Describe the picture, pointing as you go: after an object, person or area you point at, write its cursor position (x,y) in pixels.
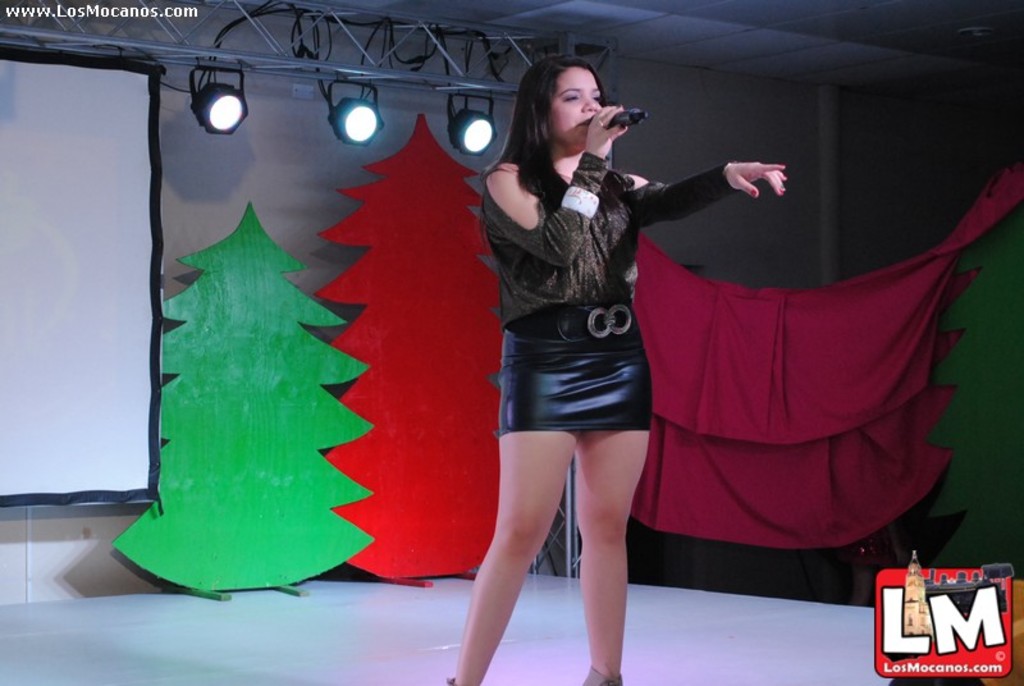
In this picture there is a woman (557,406) standing wearing a black color dress (576,284) and holding a mic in her hand (595,136). Behind her there are two artificially made trees (267,427) which were in green and red color. We can observe a pink color cloth (754,385) here. In the left side (81,280) there is a projector display screen (53,304). In the background (288,176) there is a wall (718,141).
